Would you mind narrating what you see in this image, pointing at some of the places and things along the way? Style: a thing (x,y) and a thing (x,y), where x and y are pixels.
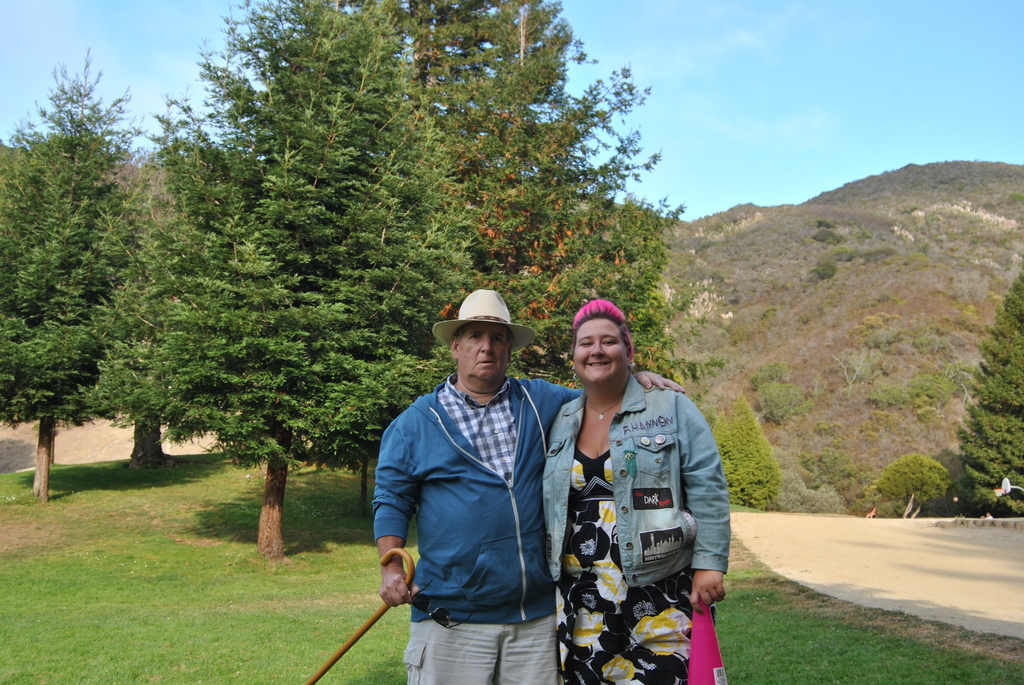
There are two persons (533,544) standing at the bottom of this image (517,571). The person (484,506) standing on the left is holding a stick (396,552), and there are some trees (255,346) in the background (277,476). There is a road (813,526) at the bottom right side of this image (879,589), and there is a mountain (781,312) on the right side of this image (839,288). There is a blue sky (761,105) at the top of this image (809,21).
